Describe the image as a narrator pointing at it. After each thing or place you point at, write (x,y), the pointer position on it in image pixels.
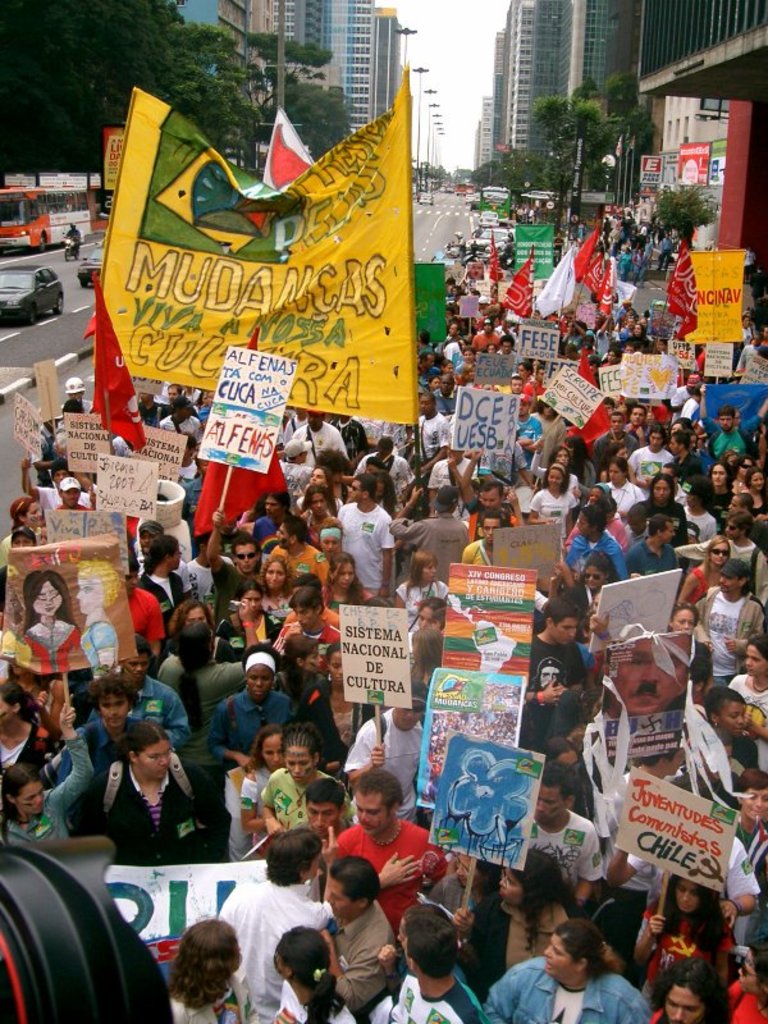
This picture shows a group of people (384,467) standing and holding placards (465,702) in their hands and we see buildings (534,97) and trees (184,85) and pole lights (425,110) and we see few vehicles (12,306) moving on the other side of the road (71,298).
